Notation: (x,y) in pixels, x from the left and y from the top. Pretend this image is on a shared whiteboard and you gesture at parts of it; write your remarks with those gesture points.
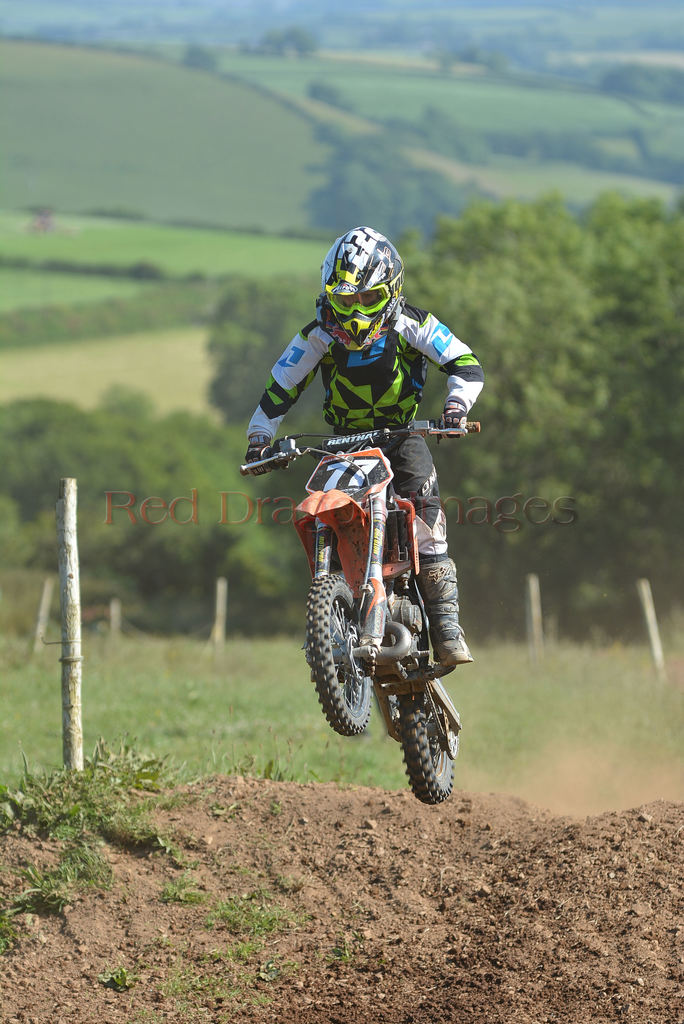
In the picture I can see one person (405,459) is riding bike (350,594) in the hill station (474,864), behind we can see some trees (195,599), grass (191,698).
